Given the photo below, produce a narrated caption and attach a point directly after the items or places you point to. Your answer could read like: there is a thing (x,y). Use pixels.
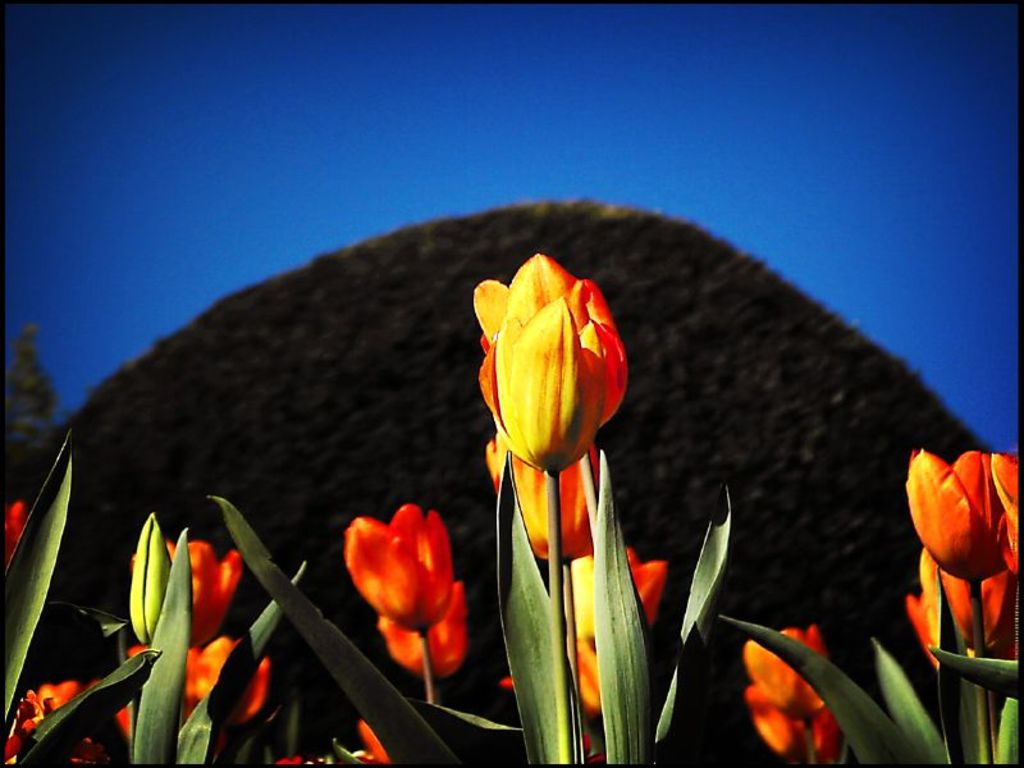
In the picture we can see some flowers (563,381) which are in red and yellow in color and in the background (472,145) we can see blue color view (538,132).
